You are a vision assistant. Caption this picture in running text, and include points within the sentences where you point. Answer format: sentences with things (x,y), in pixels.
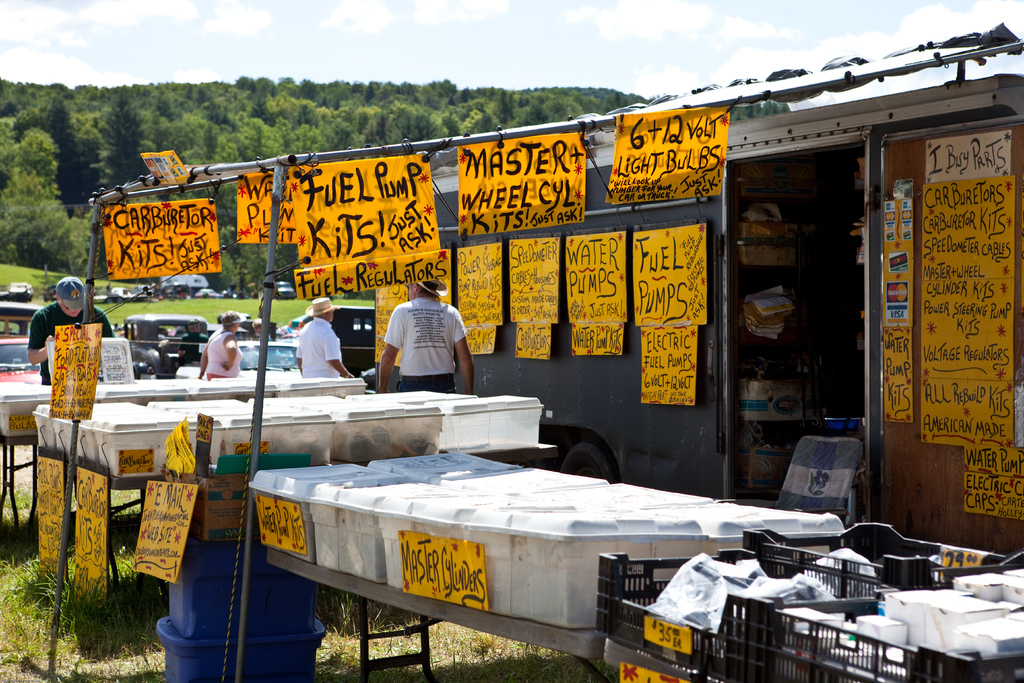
In this picture I can see some people (69,316) were standing near to the yellow posters (325,253). This posters (408,256) are placed on the pipe (609,126) and wall (721,376). In the bottom (494,480) I can see many white boxes (492,494) on the table (461,621). In the background (16,117) I can see trees (585,109), plants (476,105) and grass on the mountain (420,116). At the top (580,24) I can see the sky (480,26) and clouds (981,2). On the left (30,297) background (178,275) I can see many vehicles (214,293).
